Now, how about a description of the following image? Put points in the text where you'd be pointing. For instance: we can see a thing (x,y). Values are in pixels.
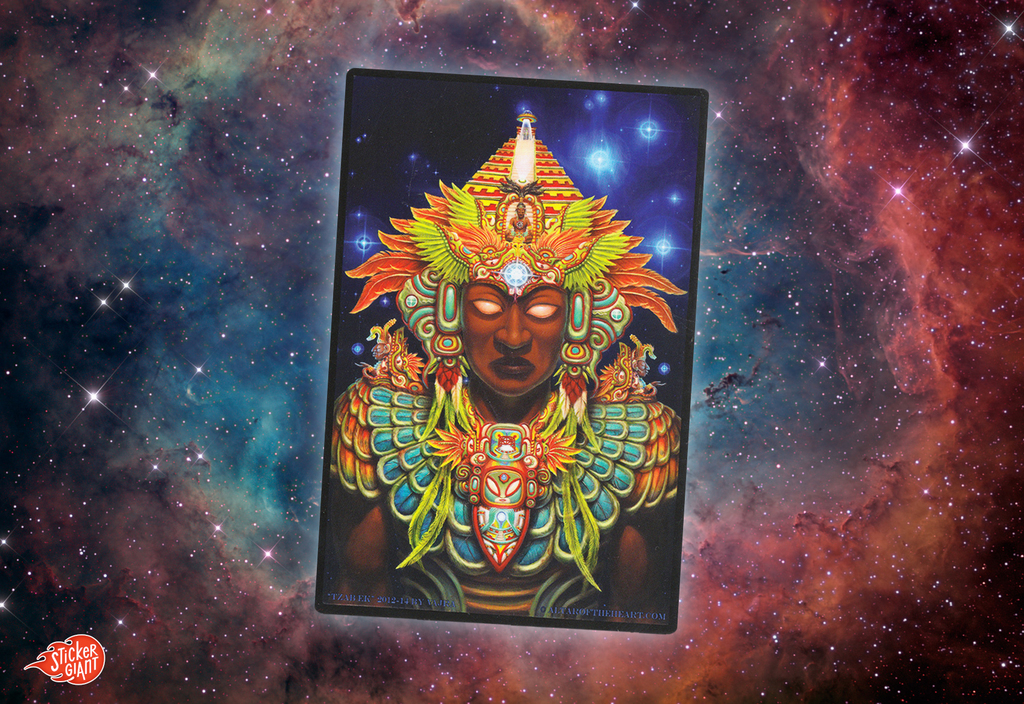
Here in this picture we can see an animated image, in which in the middle (513,392) we can see a card (366,585) with a sculpture (596,443) of something (418,309) present on it over there and we can see stars (826,573) shining all around there.
